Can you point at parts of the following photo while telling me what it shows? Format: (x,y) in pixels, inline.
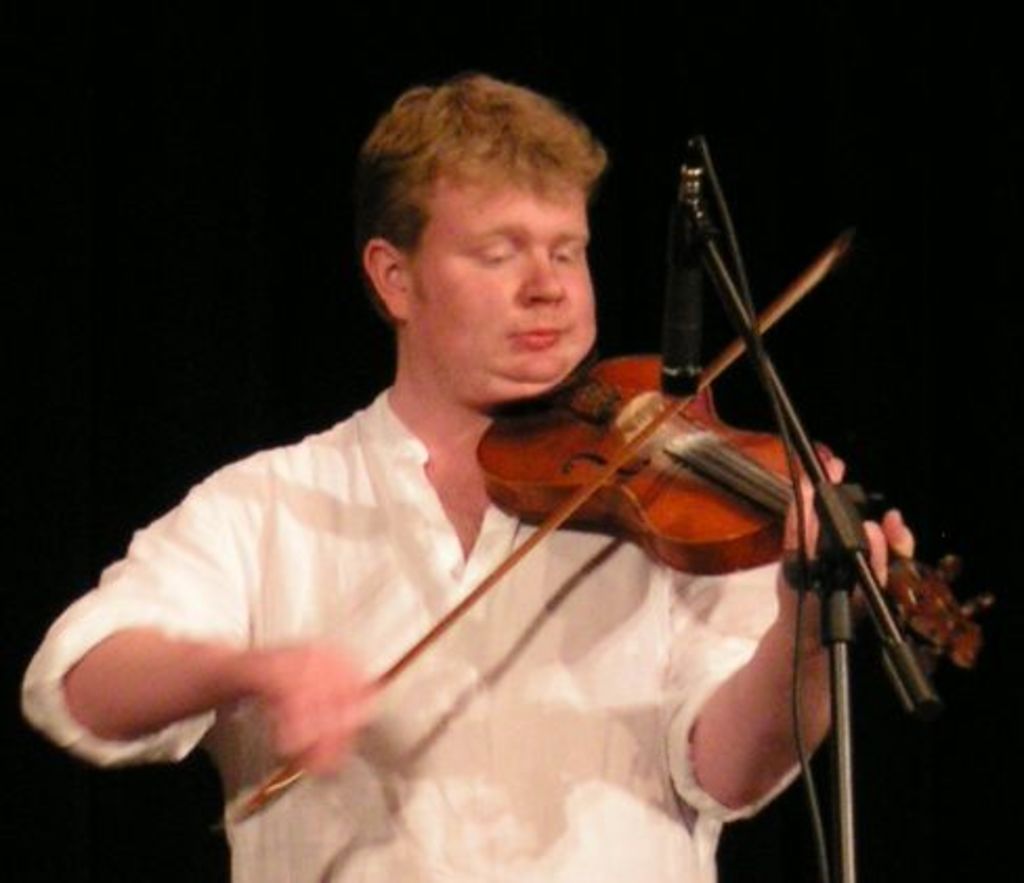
In this image I can see a man (258,531) and I can see he is wearing white shirt (484,690). I can also see he is holding a musical instrument (659,517) and a stick (495,583). I can also see a mic (668,340) over here and I can see black colour in background (983,698).
